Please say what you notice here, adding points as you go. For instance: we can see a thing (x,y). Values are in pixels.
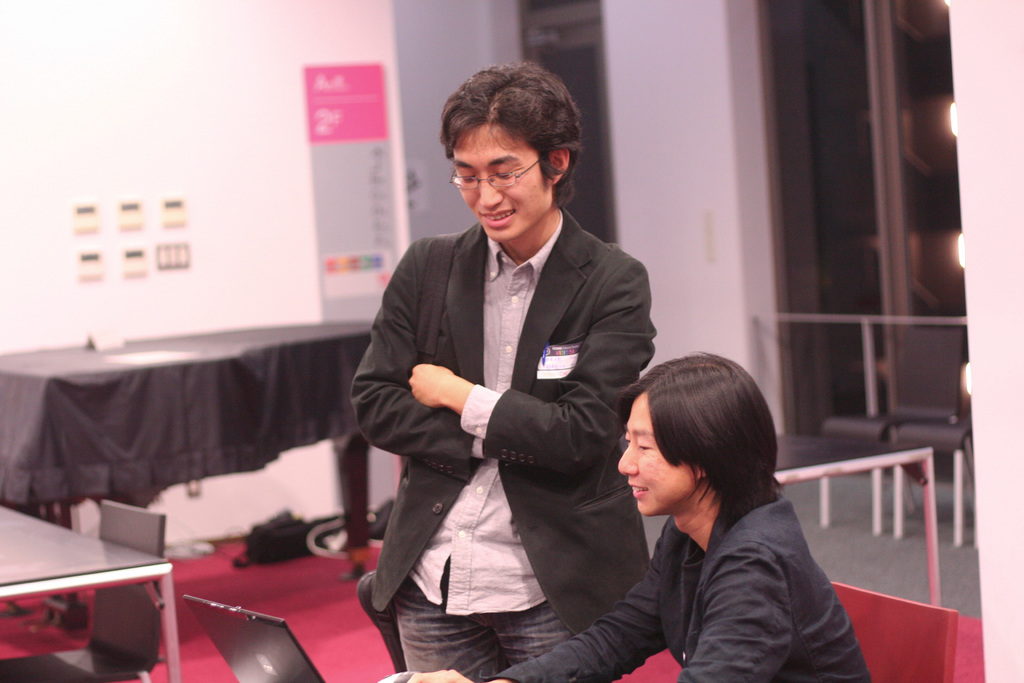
This picture is taken in a room (635,465). There are two persons (587,559), one person (567,560) wearing a blazer (550,556) and standing and another person (740,598) is sitting on chair (879,646). There are both staring at the laptop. Towards the left corner (25,560) there is a table (96,539) and chair (127,511). In the background (127,136) there is a wall (704,105), a glass window (813,159) and lights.
